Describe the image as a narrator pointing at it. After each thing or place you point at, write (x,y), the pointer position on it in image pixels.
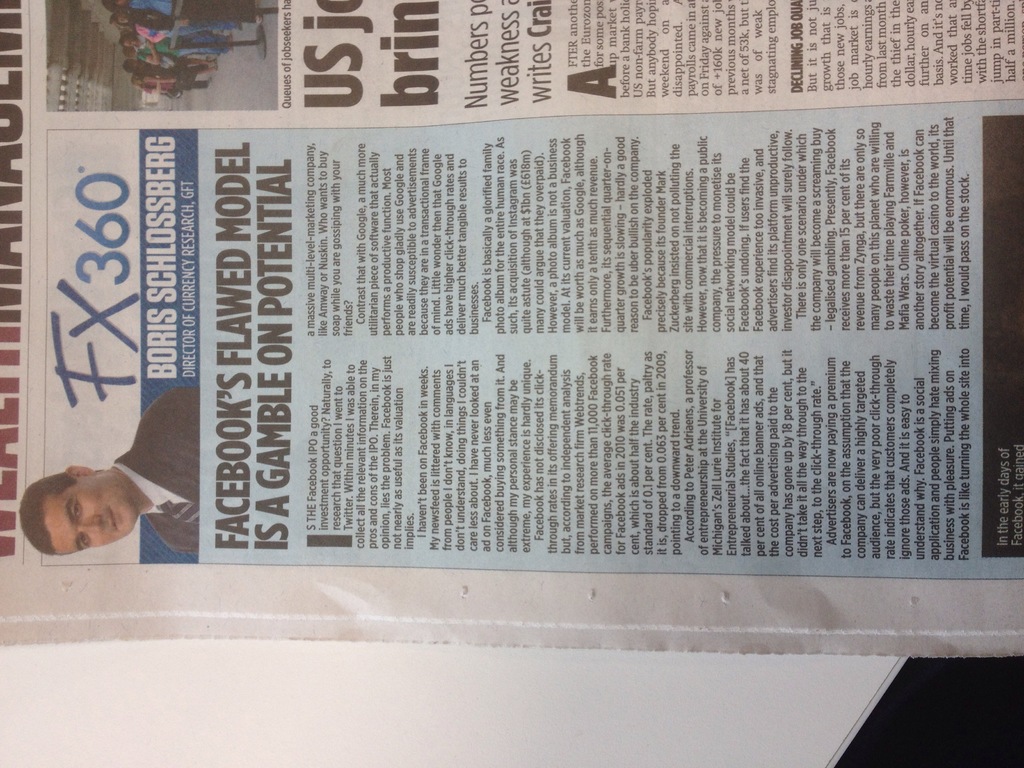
In the image we can see there is a newspaper (519,389) kept on the table (693,678). There is matter (409,416) written on it and there is a person (128,486) in the formal suit (164,502) on the newspaper (177,468). It's written ¨FX 360¨.
